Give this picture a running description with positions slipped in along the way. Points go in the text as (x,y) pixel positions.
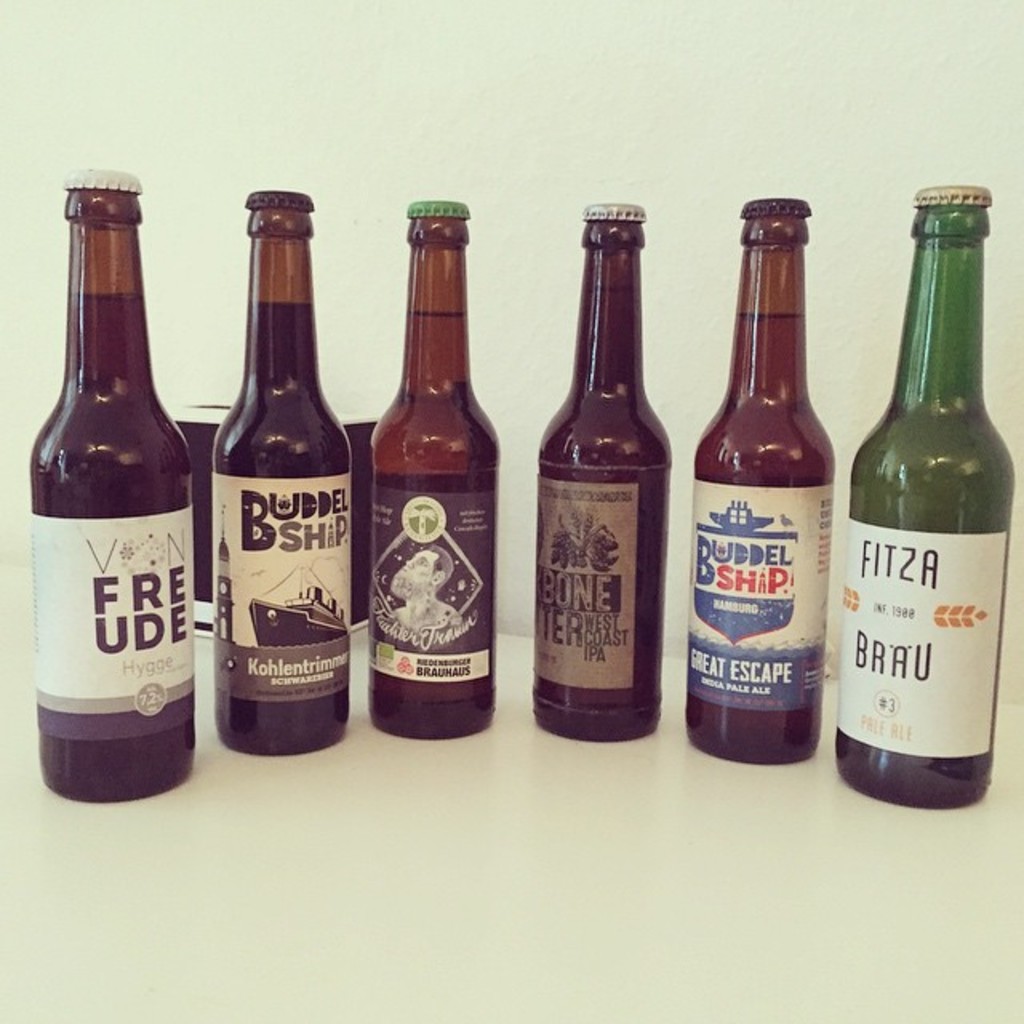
In this picture we can see six bottles (734,552) where five are in brown color and one is in green color and we have stickers (387,546) on bottles (324,582) and this are placed on a floor (363,839) and in the background (207,445) we can see a box (202,556).
